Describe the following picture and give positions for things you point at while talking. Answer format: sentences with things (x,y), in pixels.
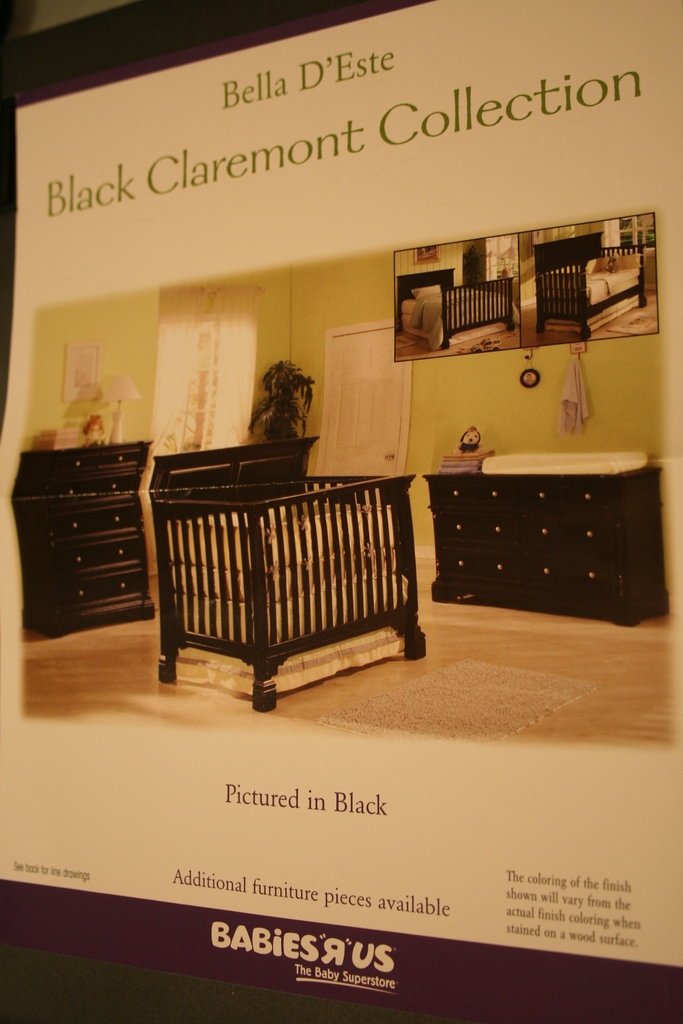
In this image I can see few cupboards (53,470) and I can see the lamp (120,425) and few objects (478,460) on the cupboards (437,487). I can see the door (354,375), plant (289,406), window (205,358), wooden object (329,477) and the frame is attached to the green color wall (329,280) and something is written on the image.
